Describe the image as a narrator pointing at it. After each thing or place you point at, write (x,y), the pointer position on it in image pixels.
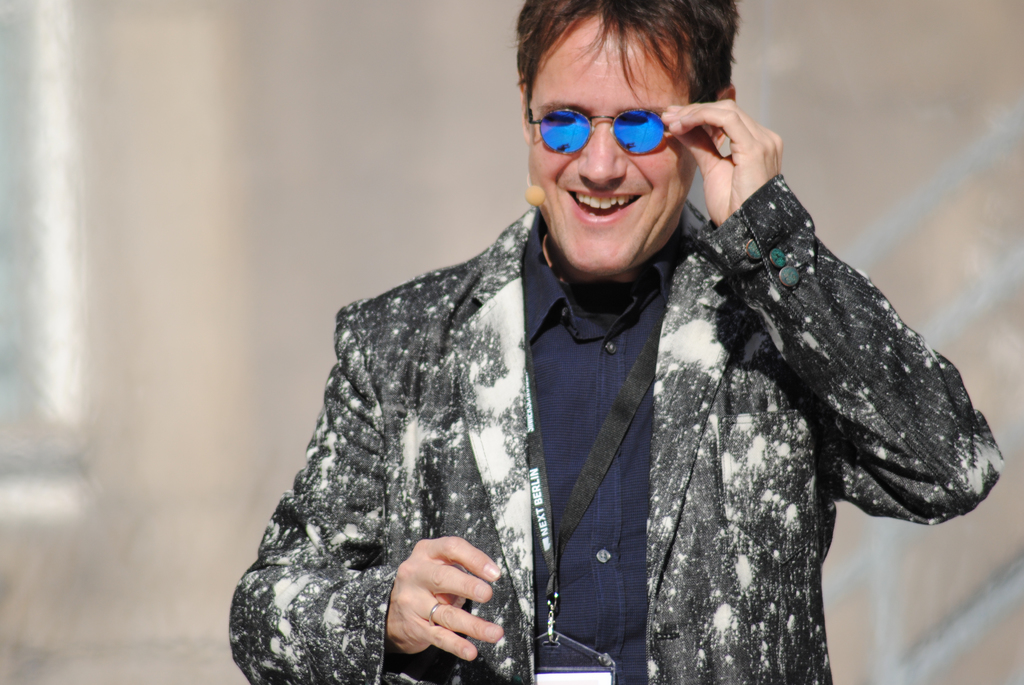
In this picture we can see a person (582,416) is smiling in the front (596,246), this person (720,232) is wearing goggles (563,143), there is a blurry background (276,45).
